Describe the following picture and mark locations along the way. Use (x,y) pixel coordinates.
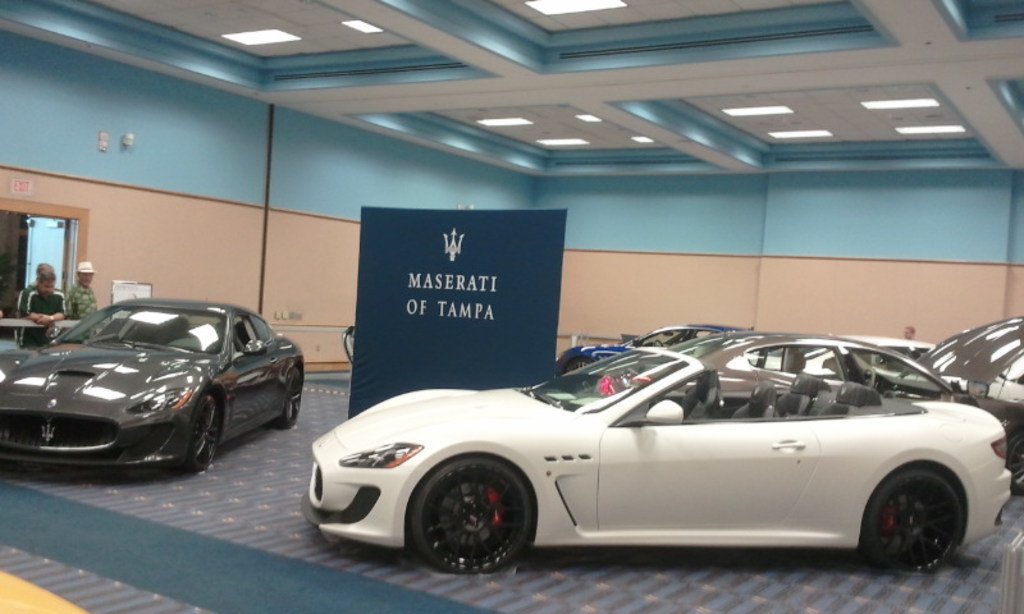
On the right side (726,502) a white color car (718,537) is parked, on the left side (183,348) another car (84,425) is parked. At the top (679,42) there are lights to the roof (428,105).
